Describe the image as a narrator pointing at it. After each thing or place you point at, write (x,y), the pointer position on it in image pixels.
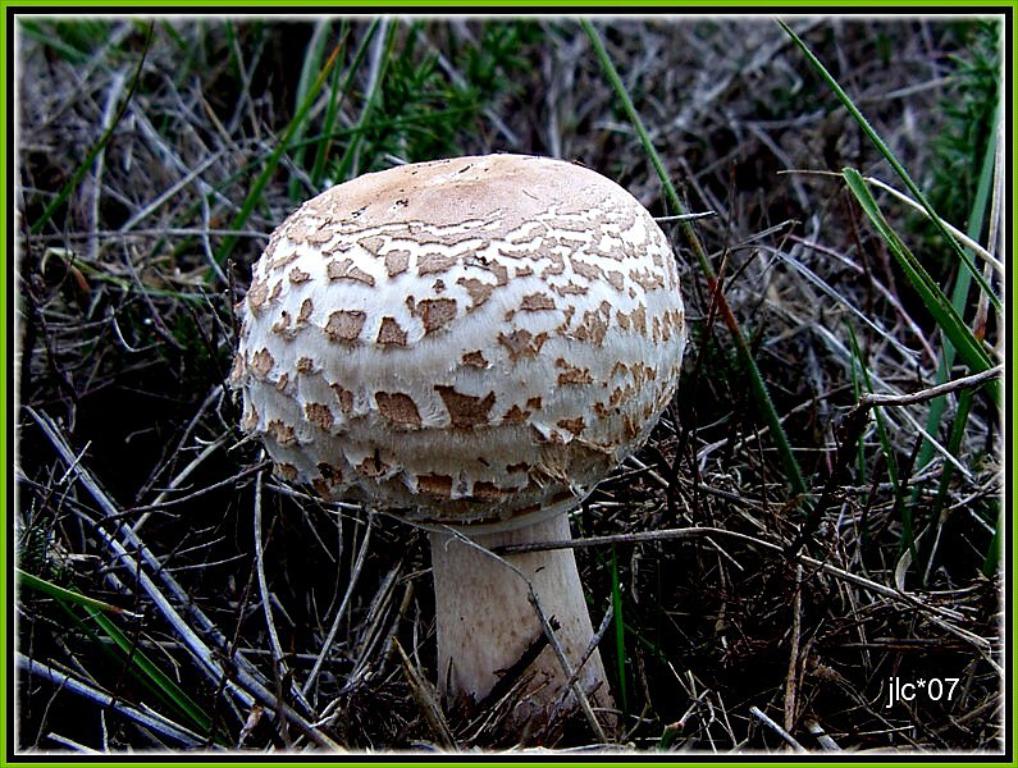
In this image there is a mushroom (481,454). Around it there are green grass (921,199) and dried grass (214,640) on the ground (723,530). In the bottom right (915,687) there are numbers (956,690) and text (913,690) on the image. There is a border (1003,294) around the image.
